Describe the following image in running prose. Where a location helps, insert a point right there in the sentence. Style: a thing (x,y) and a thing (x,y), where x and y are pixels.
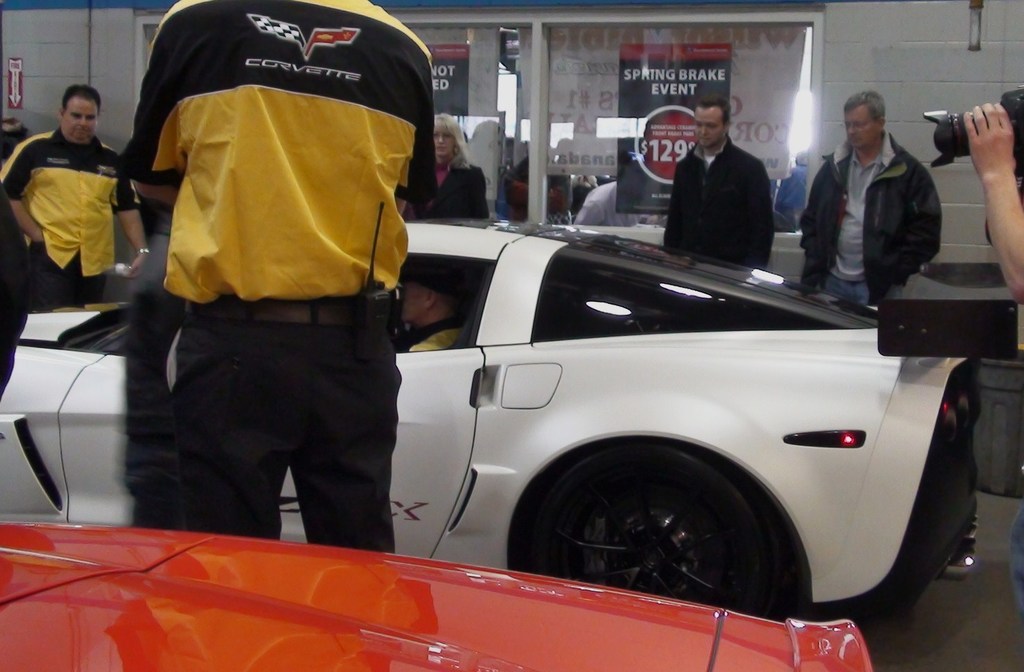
In this image I can see few people (370,130) are standing around a car (465,323). I can also see a man (420,313) is sitting in this car (483,343). Here I can see a hand (978,125) of a person (973,142) is holding a camera (954,129).
